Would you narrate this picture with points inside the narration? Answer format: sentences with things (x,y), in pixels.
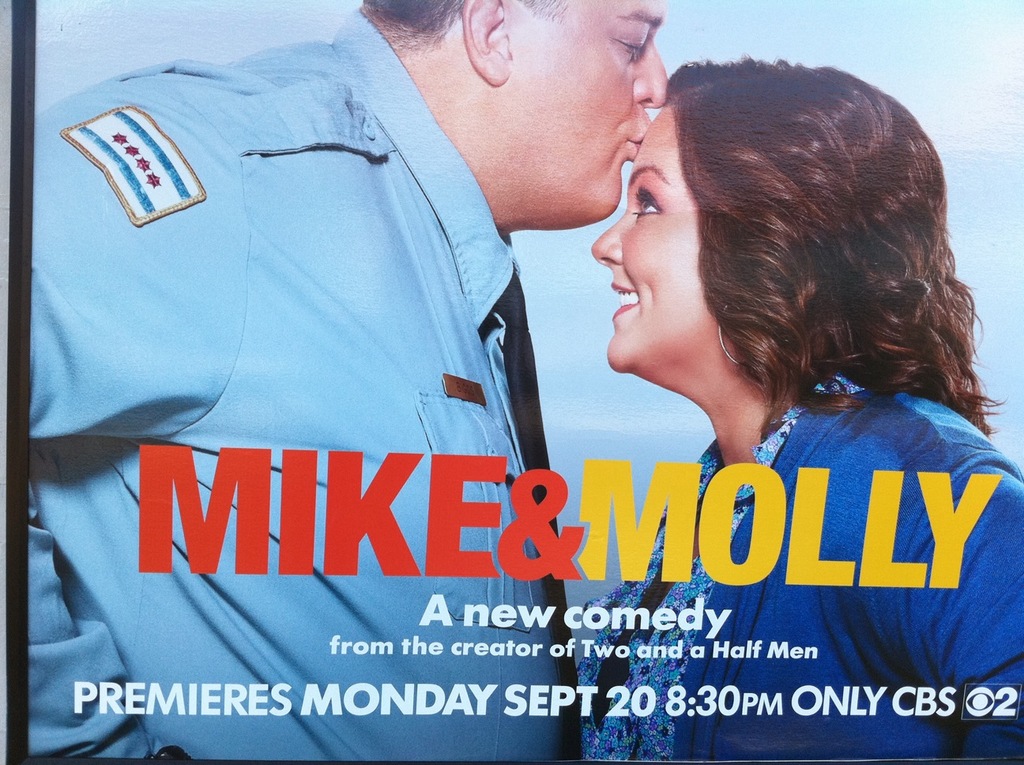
This is a poster (368,708). On this poster we can see a man (426,142) kissing a woman (827,594) on her forehead (673,156).
